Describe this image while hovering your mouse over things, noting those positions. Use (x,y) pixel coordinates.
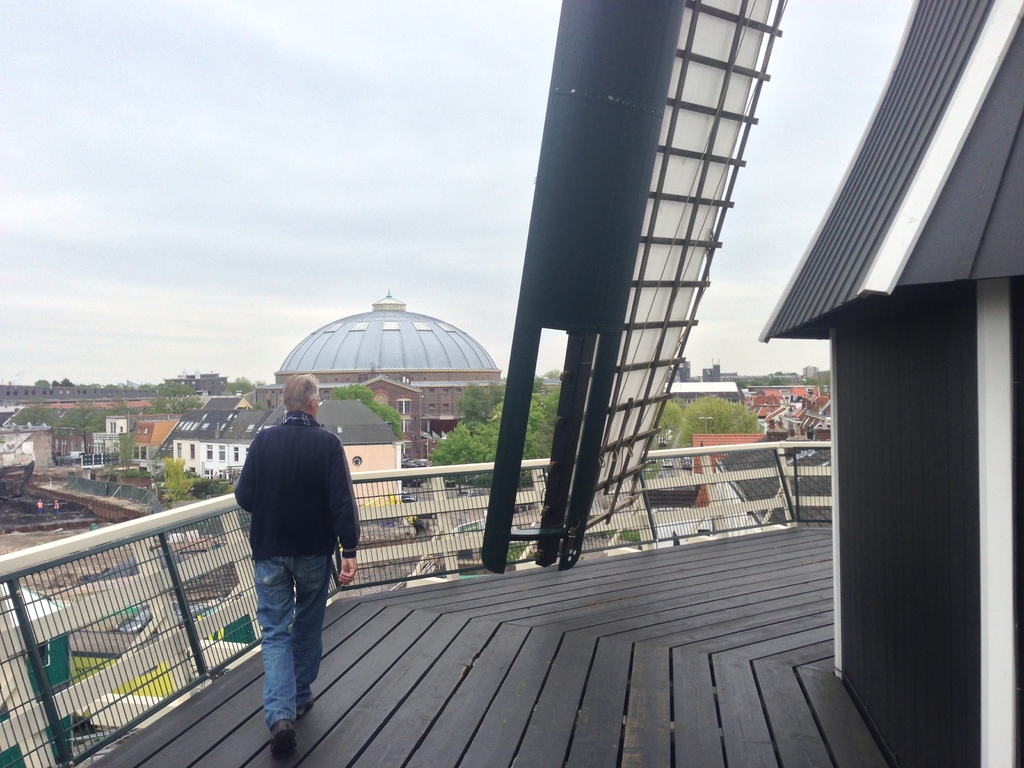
In this picture we can see a person (291,396) walking on a surface (331,686), fence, buildings (356,428), trees (467,429) and some objects (11,488) and in the background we can see the sky (330,215).
